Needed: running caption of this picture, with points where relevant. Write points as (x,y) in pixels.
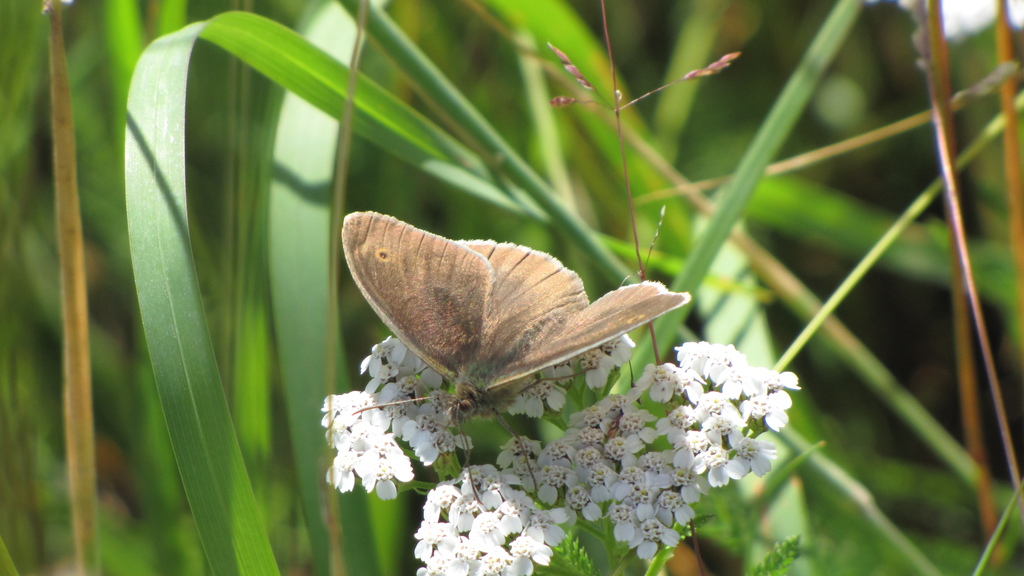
In this picture we can see a butterfly (491,373) on the flowers (537,522). Behind the butterfly (470,342), there are plants (568,200) and the blurred background (788,140).
